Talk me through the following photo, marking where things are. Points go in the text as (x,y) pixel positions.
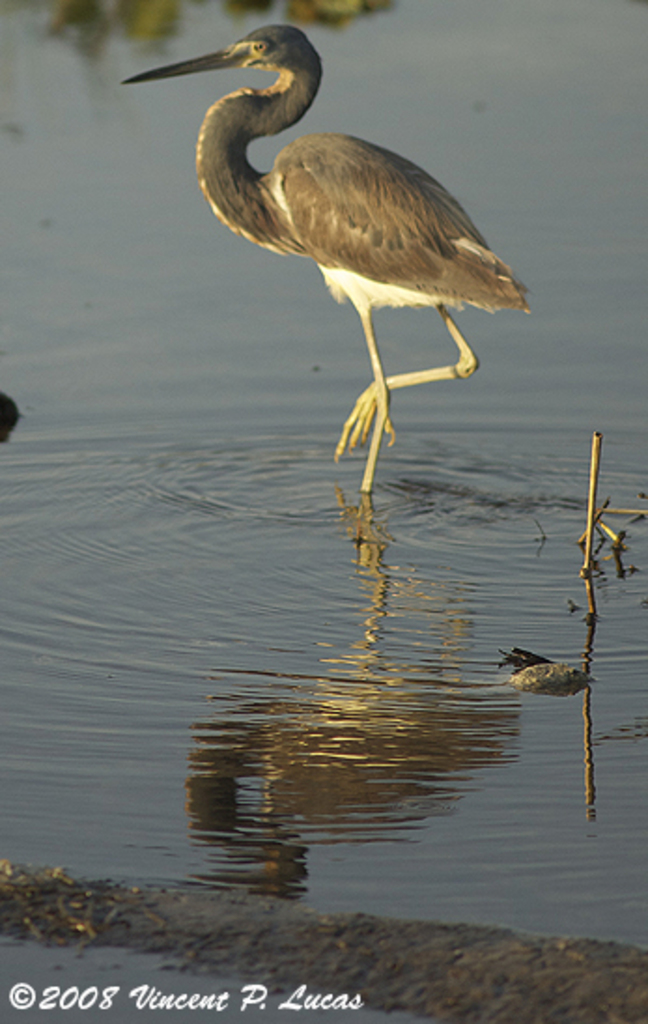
This image consists of a crane (337,226). It is walking in the water (338,736). At the bottom (325,735), there is water (292,667).
